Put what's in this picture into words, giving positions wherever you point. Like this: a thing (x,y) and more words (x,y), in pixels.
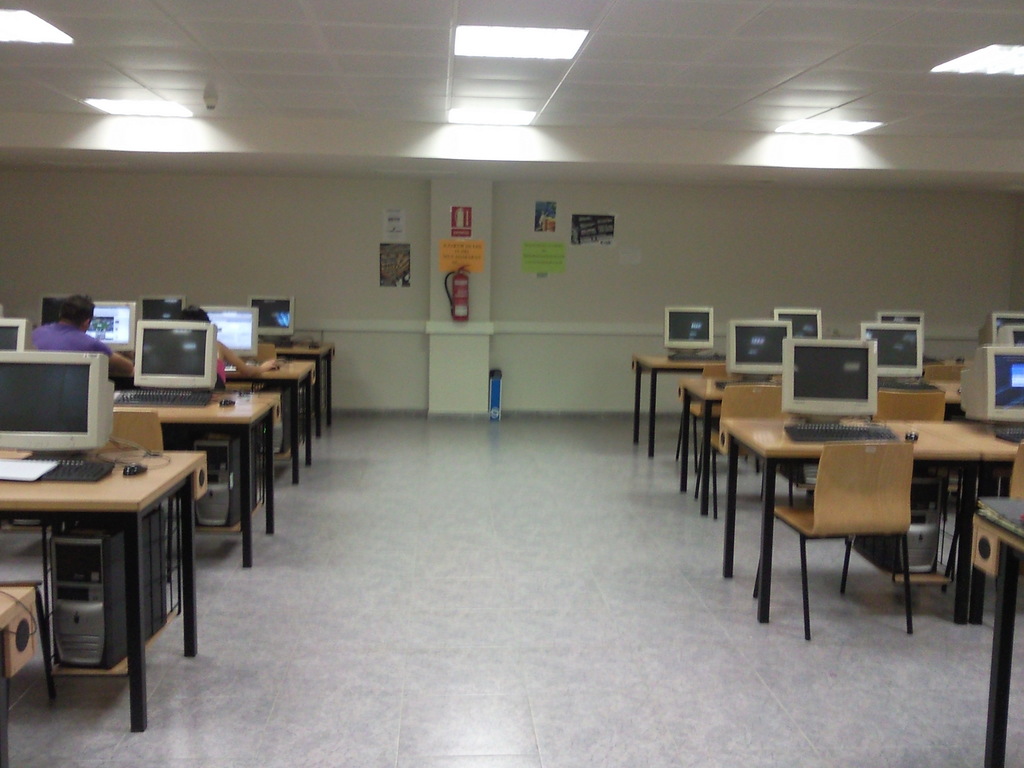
On the right (752,374) and left side of the image (291,343) we can see monitor (845,365), keyboards (789,434), CPUs (920,479), tables (846,420) and mouse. In the background (437,257) we can see persons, wall (216,267), fire extinguisher (449,303) and posters (403,267).
